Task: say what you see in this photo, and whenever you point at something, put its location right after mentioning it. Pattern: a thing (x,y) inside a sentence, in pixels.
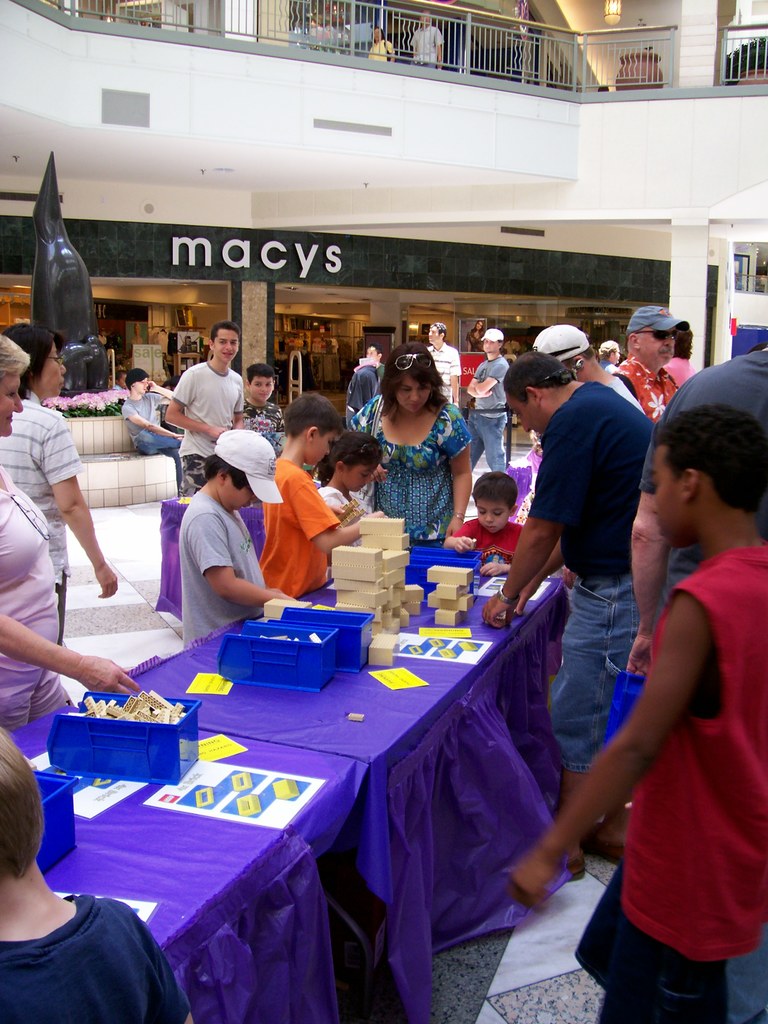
In this picture we can see some persons (117,976) standing on the floor (167,632). This is the table (372,864). On the table (409,718) there are some boxes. Here we can see a person (156,407) who is sitting on the ledge (144,461). And this is the sculpture (40,219). And there is a pillar (683,251).
